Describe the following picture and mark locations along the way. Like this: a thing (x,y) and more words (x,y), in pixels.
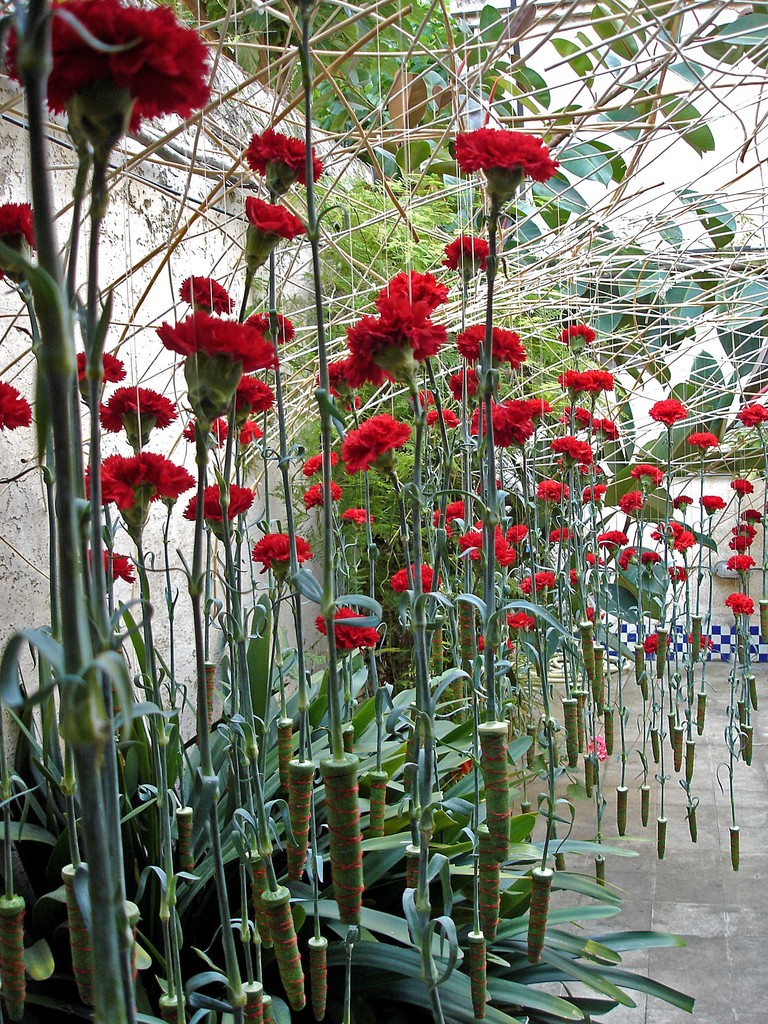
In this we can see the plants (482,390) with red color flowers (152,88). This is the wall (152,244) and this is the floor (714,957).
